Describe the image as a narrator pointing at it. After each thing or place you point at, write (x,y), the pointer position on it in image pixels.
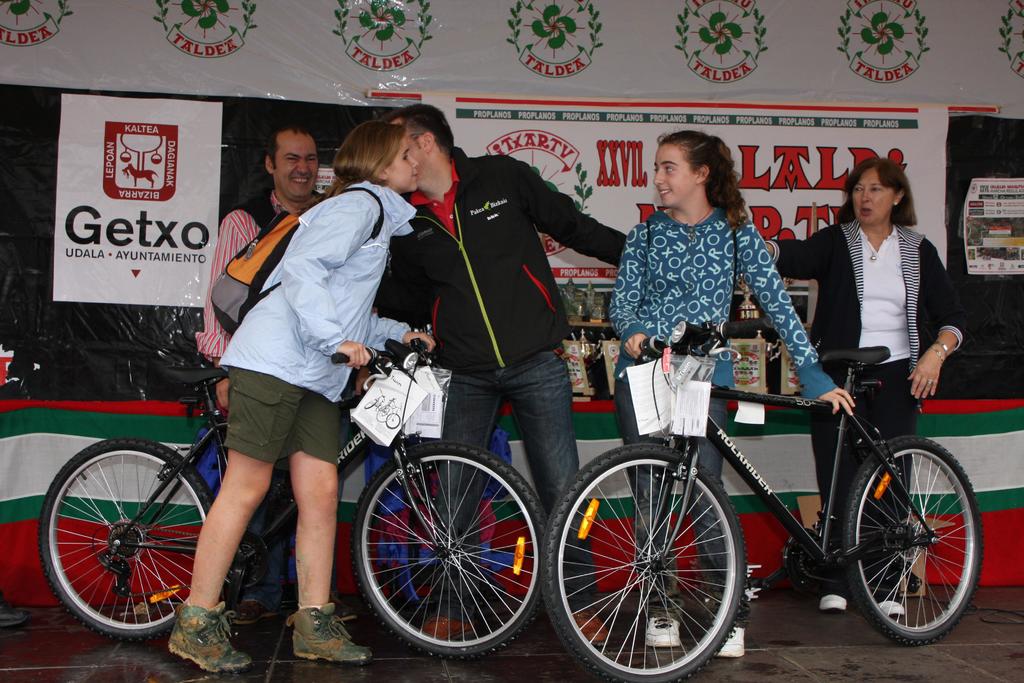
In this picture in the front (437,368) there are persons (372,271) standing and holding bicycles (636,454) and smiling. In the background (260,211) there are persons (260,211) standing and smiling and there are banners (202,199) with some text (613,168) written on it. In front of the banners (546,165) there are objects (589,359).
